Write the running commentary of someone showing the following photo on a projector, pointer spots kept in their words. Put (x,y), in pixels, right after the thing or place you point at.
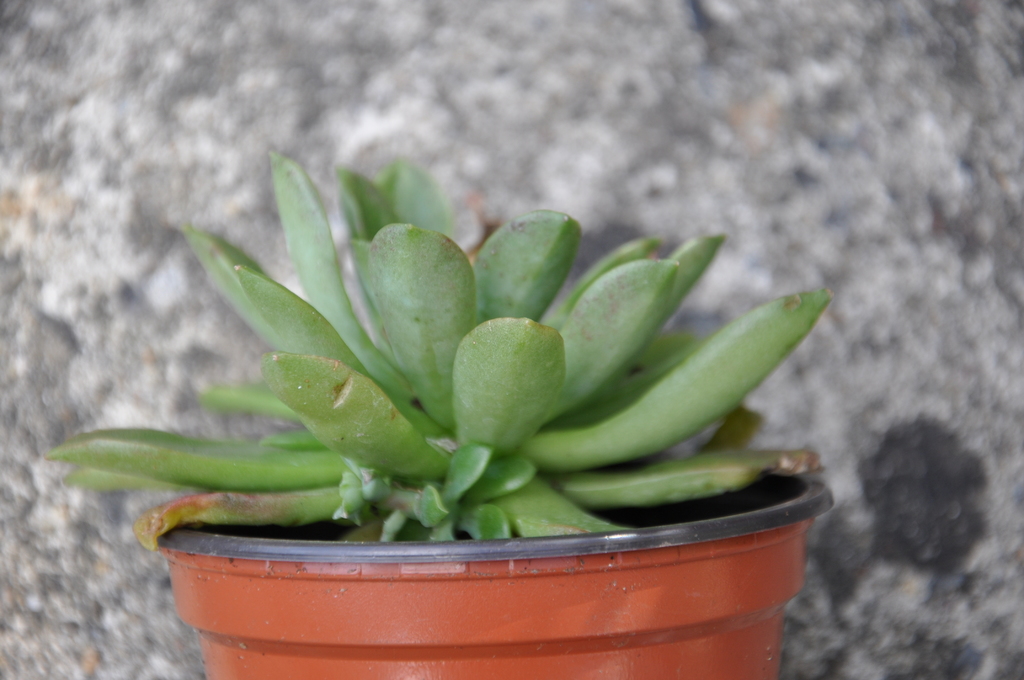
In the center of the image (384,332), we can see a plant (349,439) in the pot (683,561) and in the background (551,144), there is a wall (551,144).
